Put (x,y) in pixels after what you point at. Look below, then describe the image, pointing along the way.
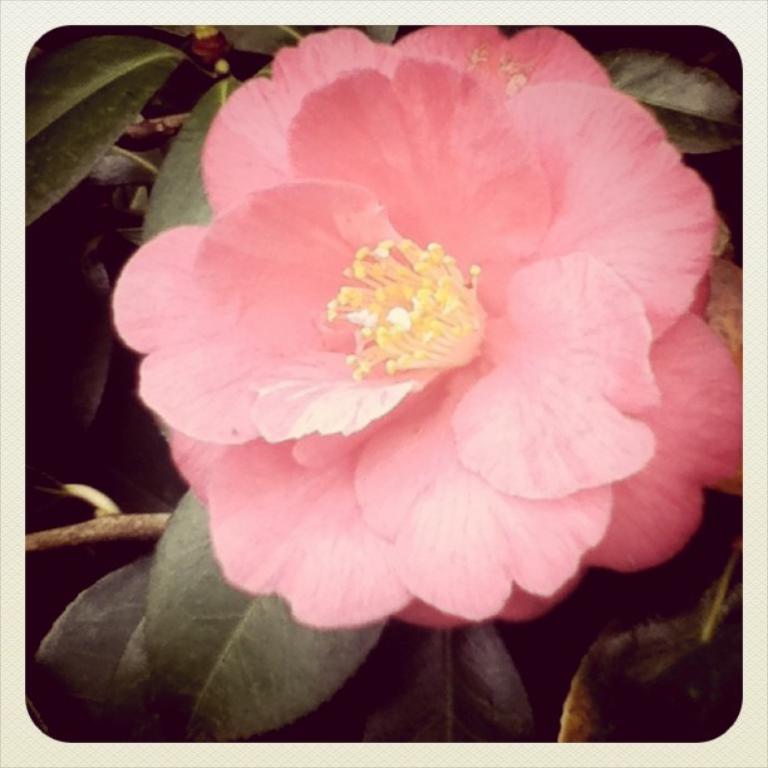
This is an edited image. There is one flower (286,411) with stem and leaves (209,593) as we can see in the middle of this image (345,427).
